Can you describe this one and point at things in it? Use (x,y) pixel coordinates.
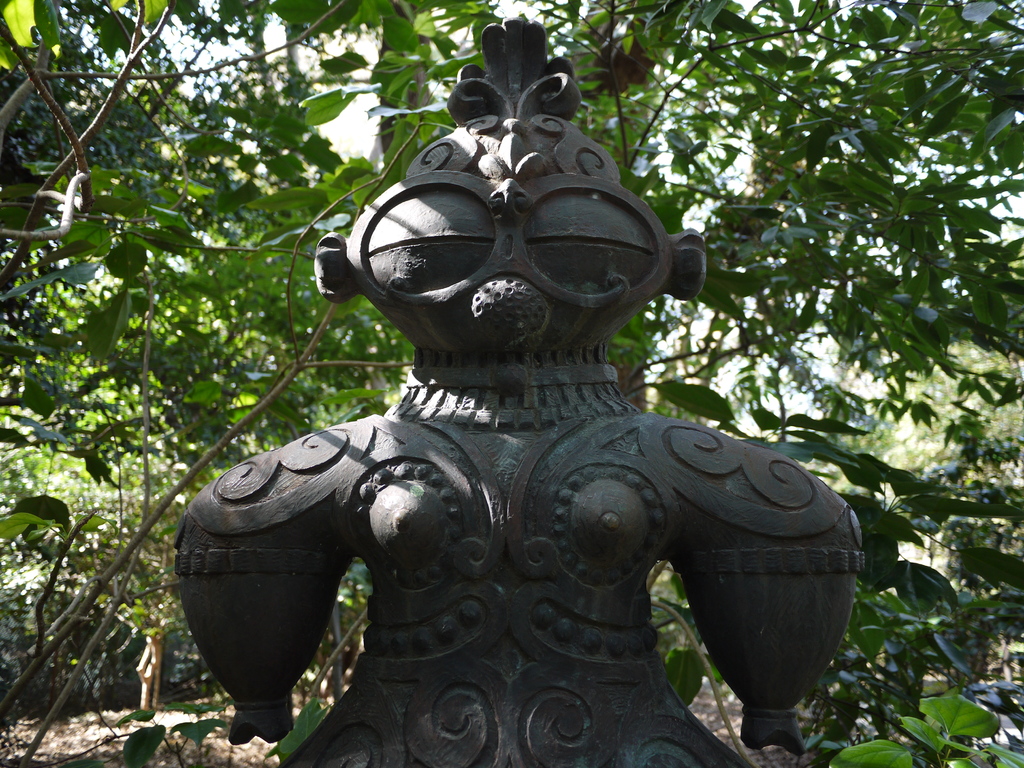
In the foreground of the image (616,691) we can see a statue (527,624). In the background (353,121), we can see trees (128,381) and sky (353,136).
